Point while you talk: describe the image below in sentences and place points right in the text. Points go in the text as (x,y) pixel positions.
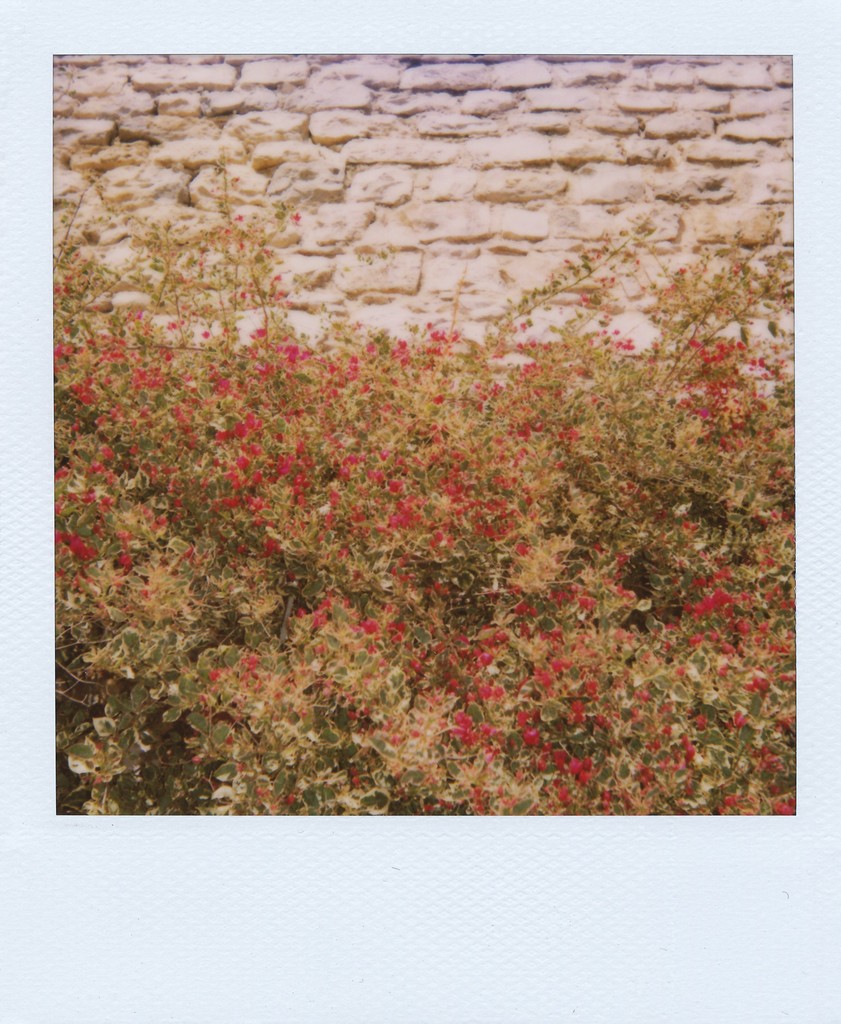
In this picture we can see plants (367,662) with flowers (400,637) and in the background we can see the wall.
